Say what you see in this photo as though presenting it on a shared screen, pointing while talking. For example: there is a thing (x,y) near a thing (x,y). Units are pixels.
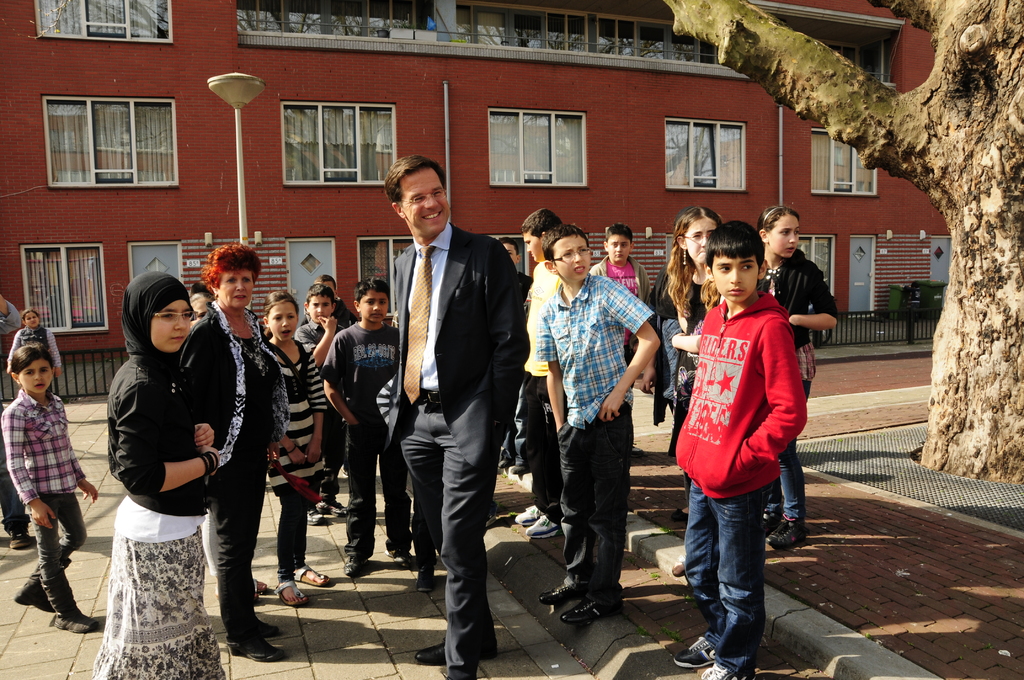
In this picture we can see some people (687,380) are standing, in the background (466,102) there is a building (545,88), we can see windows (488,118) and glasses (519,35) of the building (222,63), on the right side (990,212) we can see a tree (986,169) and dustbins (930,297), there is a pole (239,173) and a light (220,89) on the left side (238,94).
